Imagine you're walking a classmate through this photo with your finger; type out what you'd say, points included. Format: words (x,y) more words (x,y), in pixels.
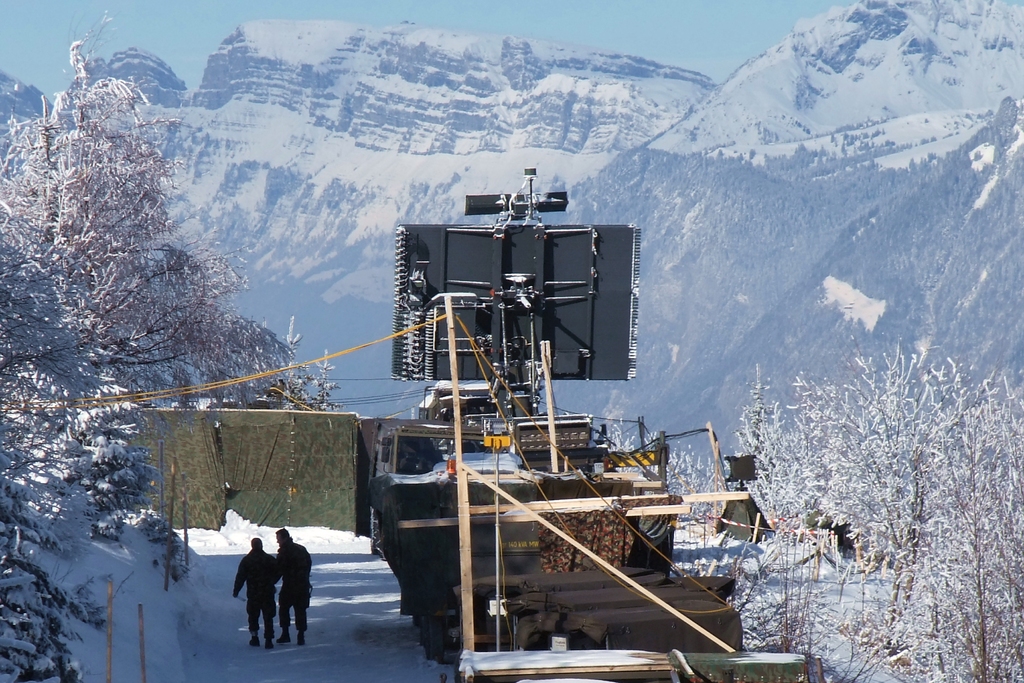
In this image we can see two persons (301,574) on the snow (234,573), there are few trees (981,562) with snow (9,303), there are sticks (142,646), an object (389,446) looks like a vehicle (408,464), an electronic device (493,317), mountains (630,186) and the sky (179,29) in the background (330,10).
